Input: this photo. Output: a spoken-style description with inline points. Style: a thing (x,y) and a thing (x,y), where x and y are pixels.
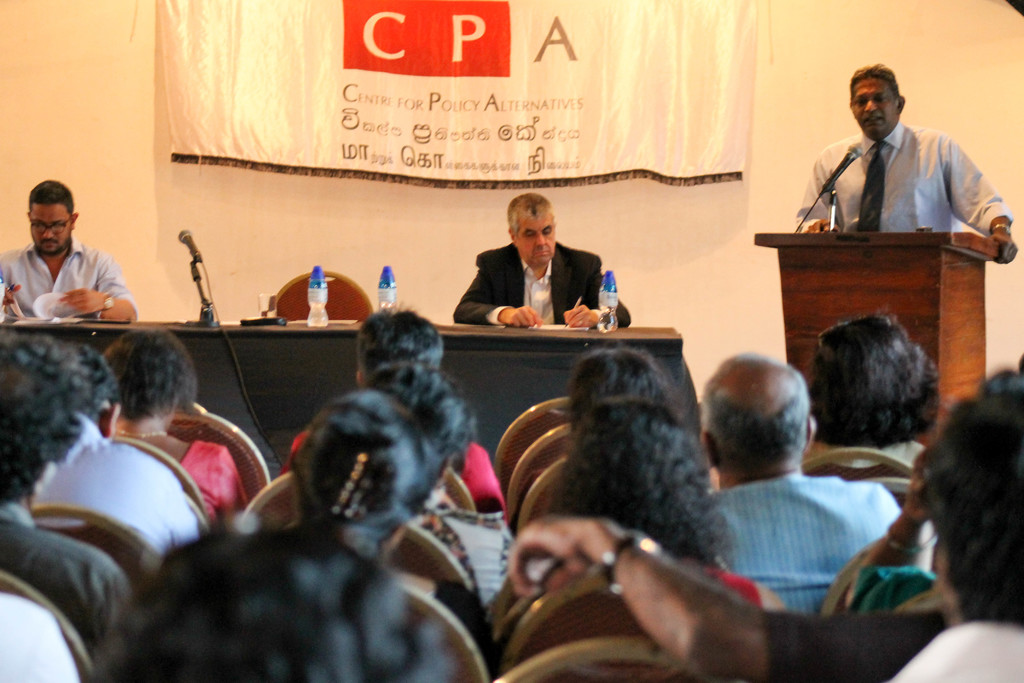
In this image there are people (880,403), chairs (337,300), tables (270,327), podium (870,234), banner (726,88) and wall (772,101). Banner (720,84) is on the wall (786,120). People (48,287) are sitting on chairs (328,286). On the table (562,358) there are bottles (390,292), mic (197,274), glass (270,300) and objects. In-front of that person (905,174) there is a podium (937,335) along with mic (858,153). Something is written on the banner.
